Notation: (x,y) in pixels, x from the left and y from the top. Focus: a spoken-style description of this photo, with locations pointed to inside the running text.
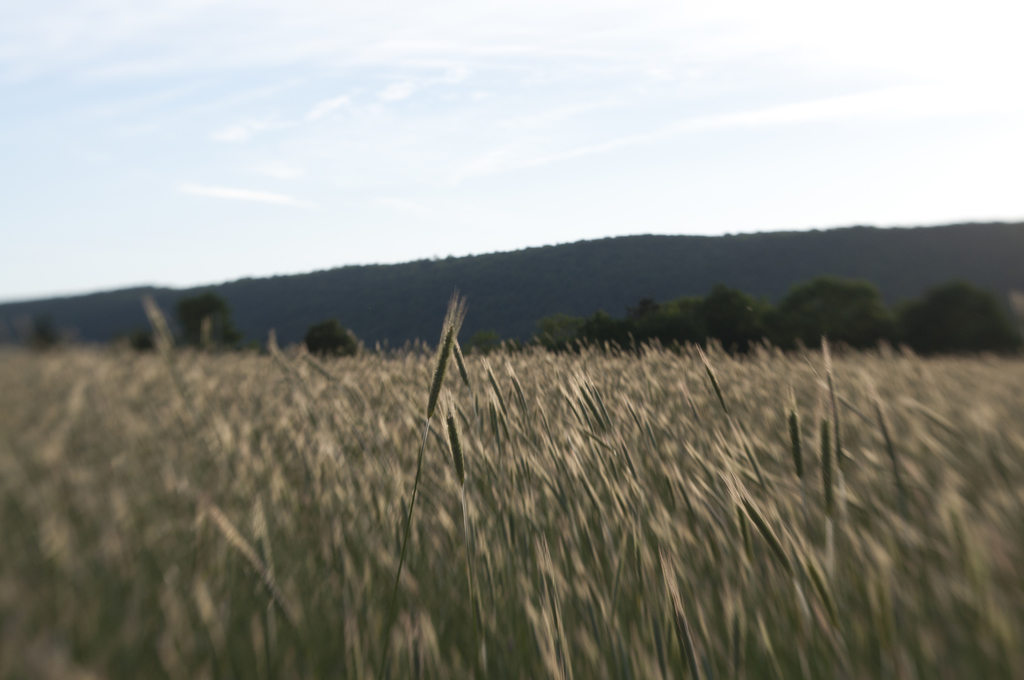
In this image in front (715,555) there is a crop (654,463). In the background of the image (521,338) there are trees (864,323), mountains (265,305) and sky (473,88).
